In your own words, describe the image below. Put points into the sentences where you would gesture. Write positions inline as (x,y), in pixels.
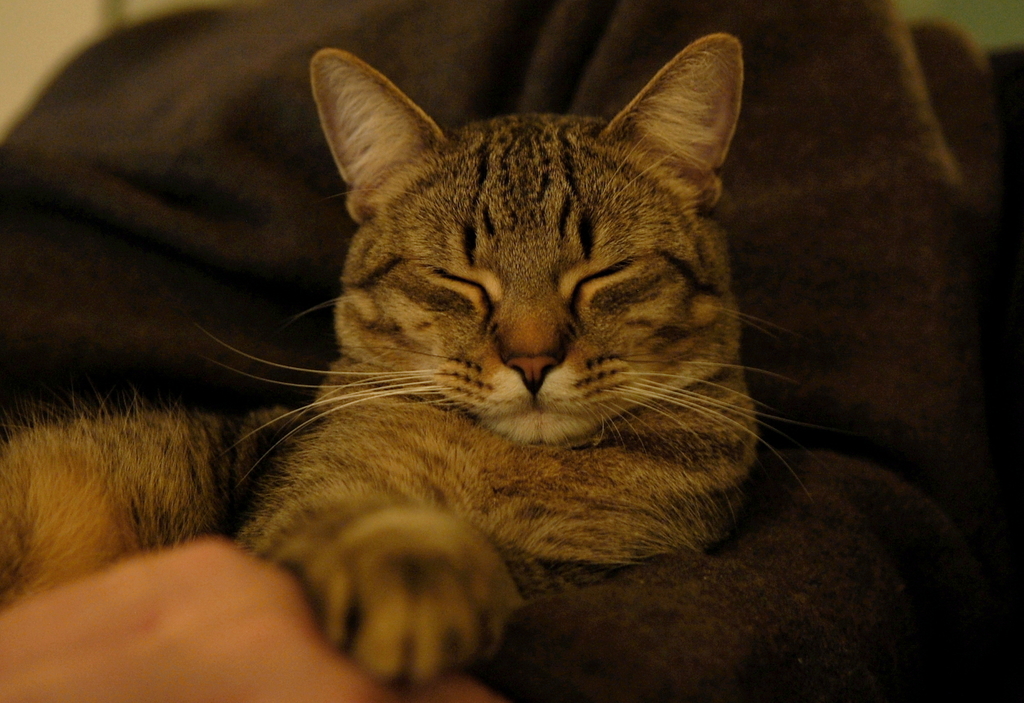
In this image we can see a cat (457,391) on the sofa (339,200) and in the background (929,22) it looks like the wall (71,43).
